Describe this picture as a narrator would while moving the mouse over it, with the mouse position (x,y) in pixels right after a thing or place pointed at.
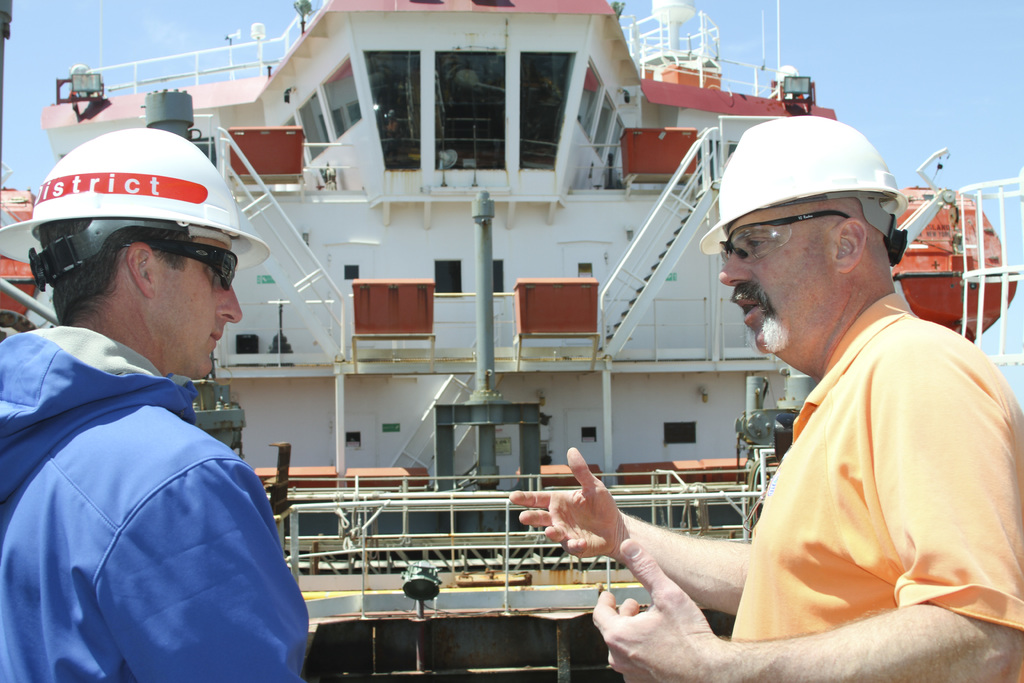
In this image, on the right side (890,381), we can see a man (913,357) wearing an orange color shirt (923,372) and having a white color helmet (857,180) is standing. On the left side (181,398), we can see a person (187,463) wearing blue color shirt (124,393) and having a helmet (133,203) on his head (148,261). In the background (266,392), we can see a ship (729,418). At the top (181,18), we can see a sky (136,23).
